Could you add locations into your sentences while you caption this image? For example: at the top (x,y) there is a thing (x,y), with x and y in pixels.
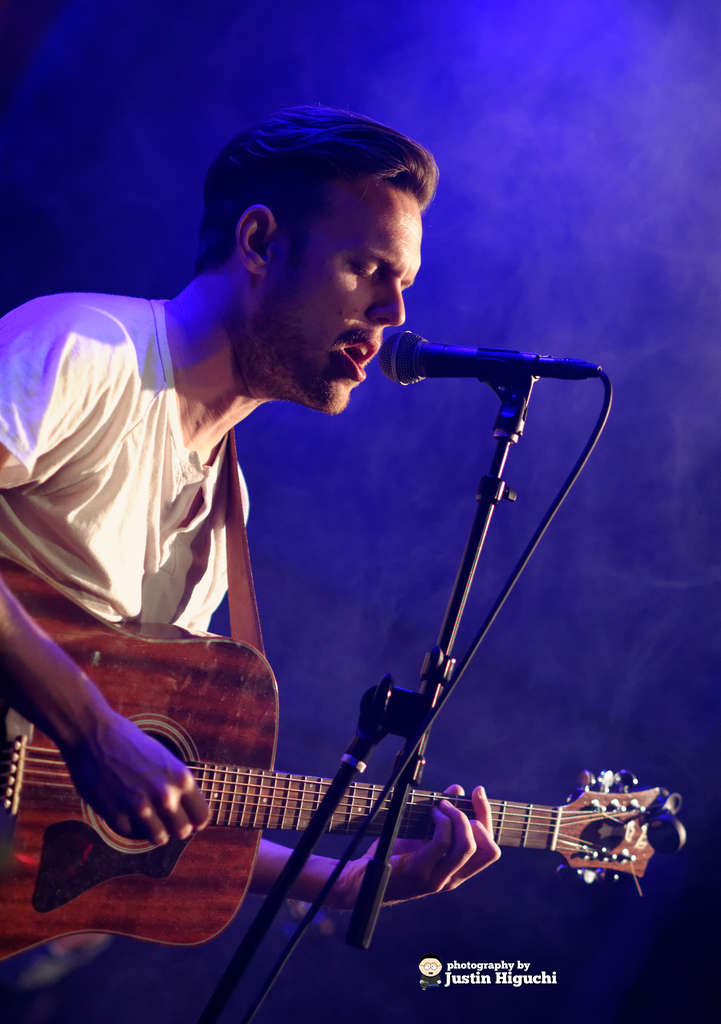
A person (140,440) wearing a white t shirt (176,442) is singing and holding a guitar (202,789) and playing. In front of him there is a mic (428,369) and mic stand (360,752).
